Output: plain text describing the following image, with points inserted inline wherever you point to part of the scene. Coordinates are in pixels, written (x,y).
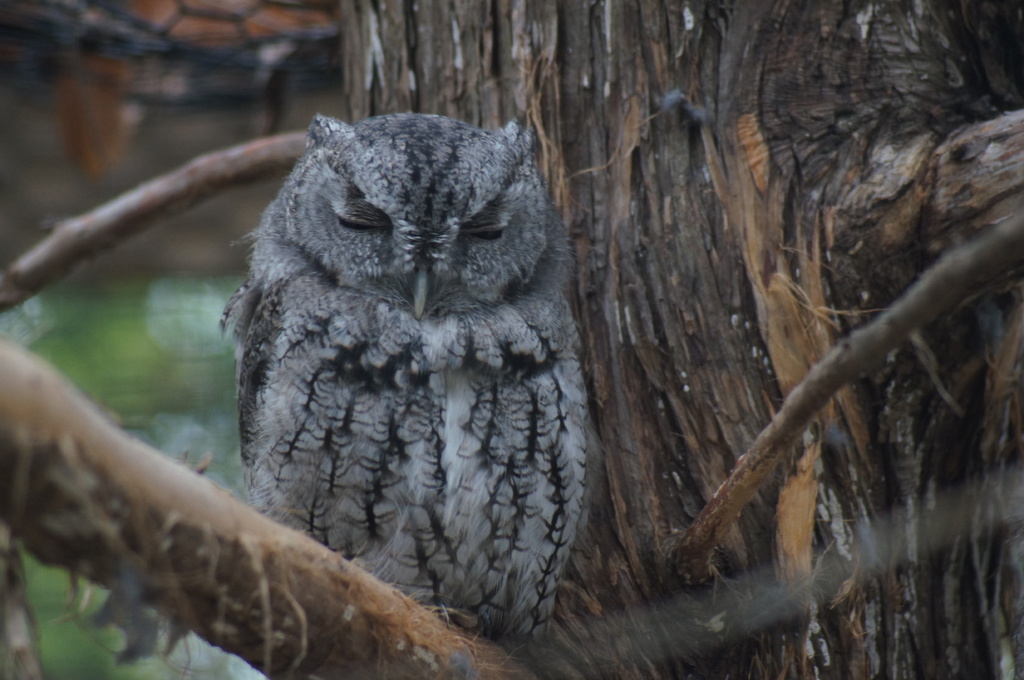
There is a owl (497,153) in black and gray color combination, standing on the branch (24,464) of a tree (623,132). In the background (156,339), there is water (173,336) and other objects (158,152).
